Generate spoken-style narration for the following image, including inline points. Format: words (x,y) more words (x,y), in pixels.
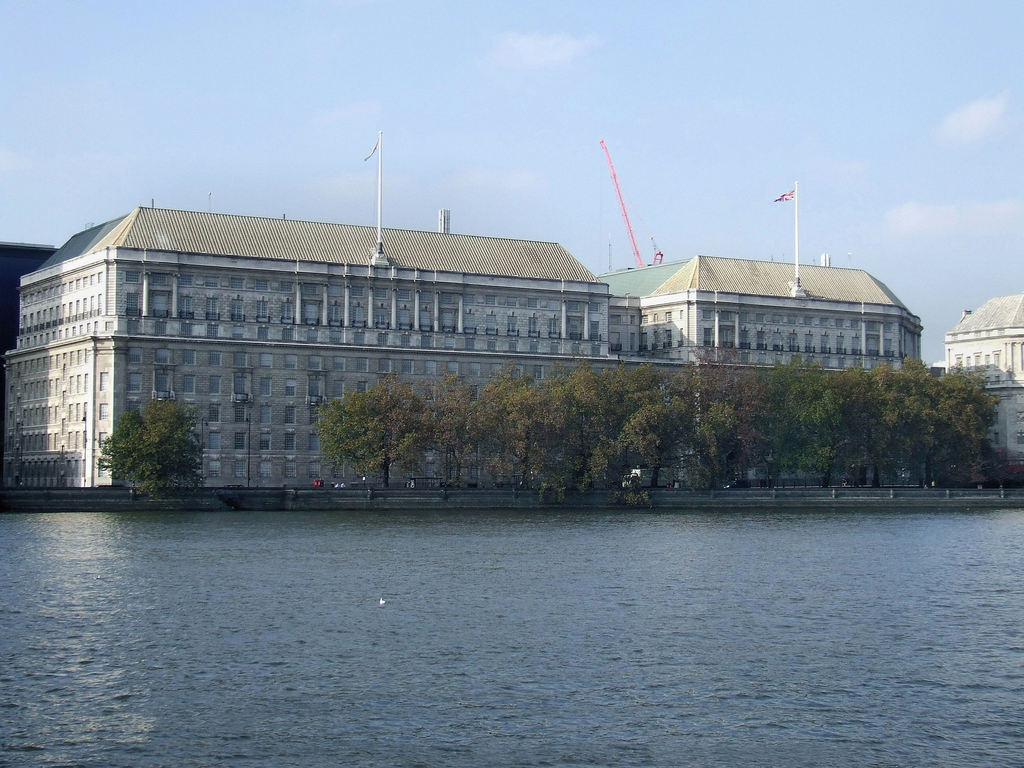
In this image at the bottom (347,584) there is a river (383,608), and in the background (327,410) there are some buildings (865,337), poles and some trees (771,441) and at the top (686,120) there is sky (736,136).
